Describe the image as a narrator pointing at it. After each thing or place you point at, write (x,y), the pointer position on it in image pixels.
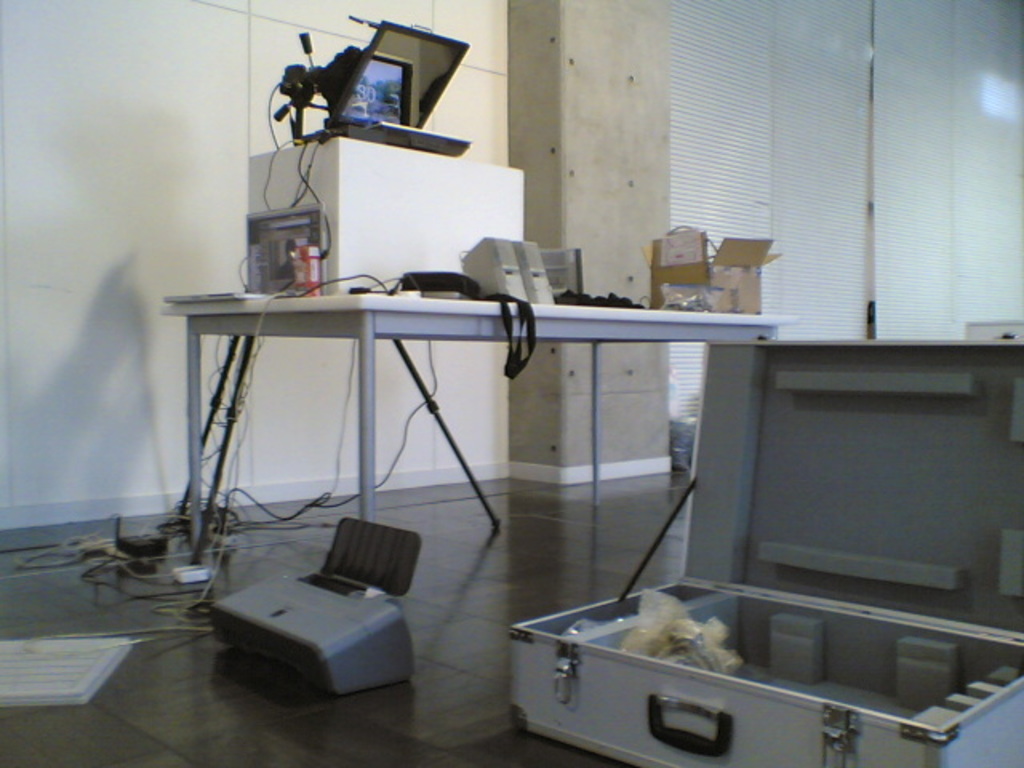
In this image we can see the table (386,304) near the wall (395,16), some blinds (975,122) on the right side of the image (994,118), one object (447,48) looks like laptop (391,47) on the white box (412,176) on the table (372,304), some wires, some objects (302,278) on the table (319,298), some objects (313,140) on the white box (331,171) on the table (434,308), some objects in the box (909,388) on the bottom right side of the image (895,659), some wires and some objects (395,650) on the floor (551,543).
